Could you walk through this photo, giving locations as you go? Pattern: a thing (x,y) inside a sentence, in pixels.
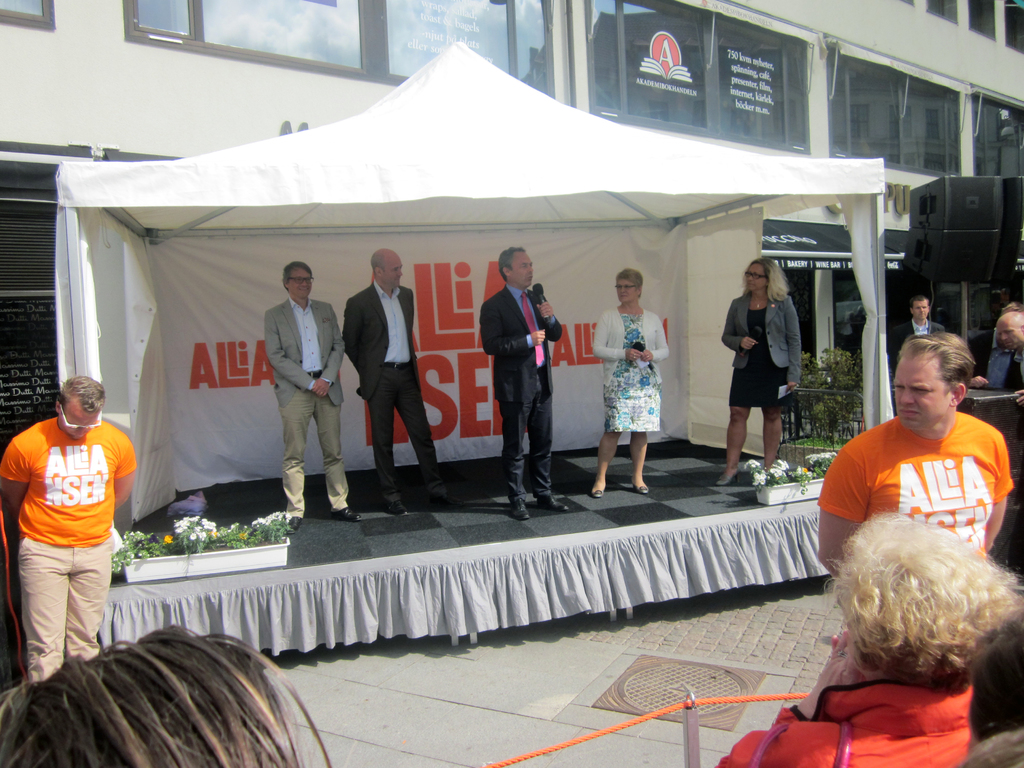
In this image there is a tent (343,182). There are five people (787,351) standing on the dais (374,480). In the center (527,355) there is a person (532,312) holding a microphone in his hand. In front of them there are flower pots (225,532) on the dais (720,487). At the bottom (86,522) there are a few people (55,491) standing on the ground (711,681). Behind the tent (423,111) there is a building (606,60). There are glass windows (634,38) to the building (776,104). There is text (747,81) on the windows (767,93). To the right (991,212) there are boxes (925,249). Beside the boxes (957,257) there are plants (835,396).
